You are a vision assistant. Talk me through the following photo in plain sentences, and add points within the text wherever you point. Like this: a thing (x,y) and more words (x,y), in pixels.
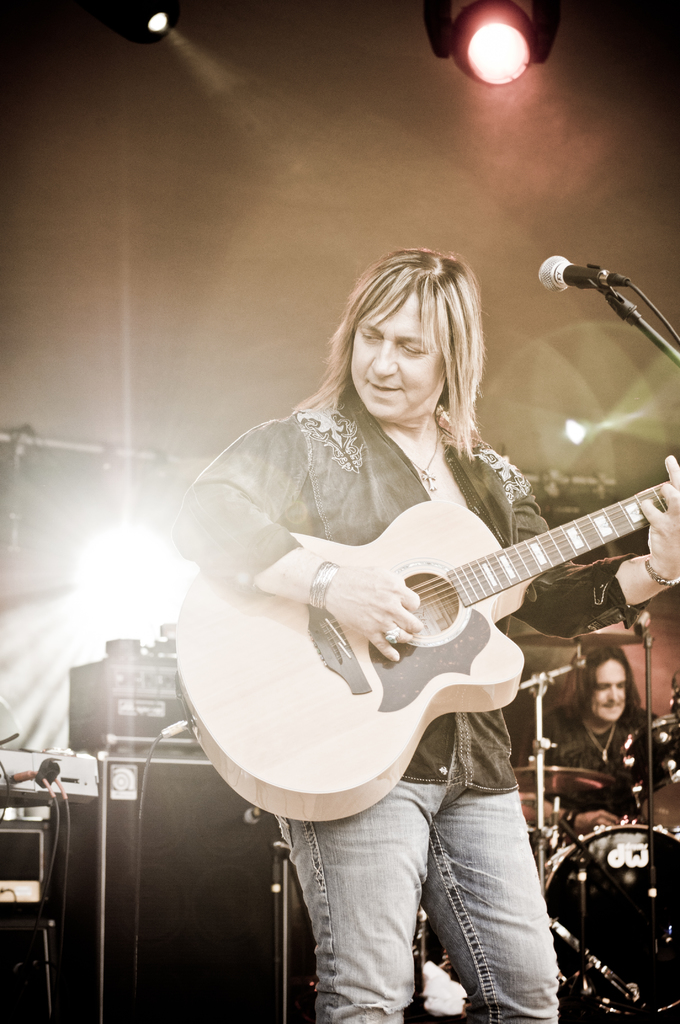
This is a picture taken on a stage (528,750), there are two people (493,743). The person (402,487) in black shirt (354,487) holding the guitar (375,549) in front of the man (461,376) there is a microphone (606,284) with a stand (600,287) and background of this person (406,819) there is other person (596,736) is playing the drums (578,770). Background of this people (420,490) is in black color with a light (469,72).
